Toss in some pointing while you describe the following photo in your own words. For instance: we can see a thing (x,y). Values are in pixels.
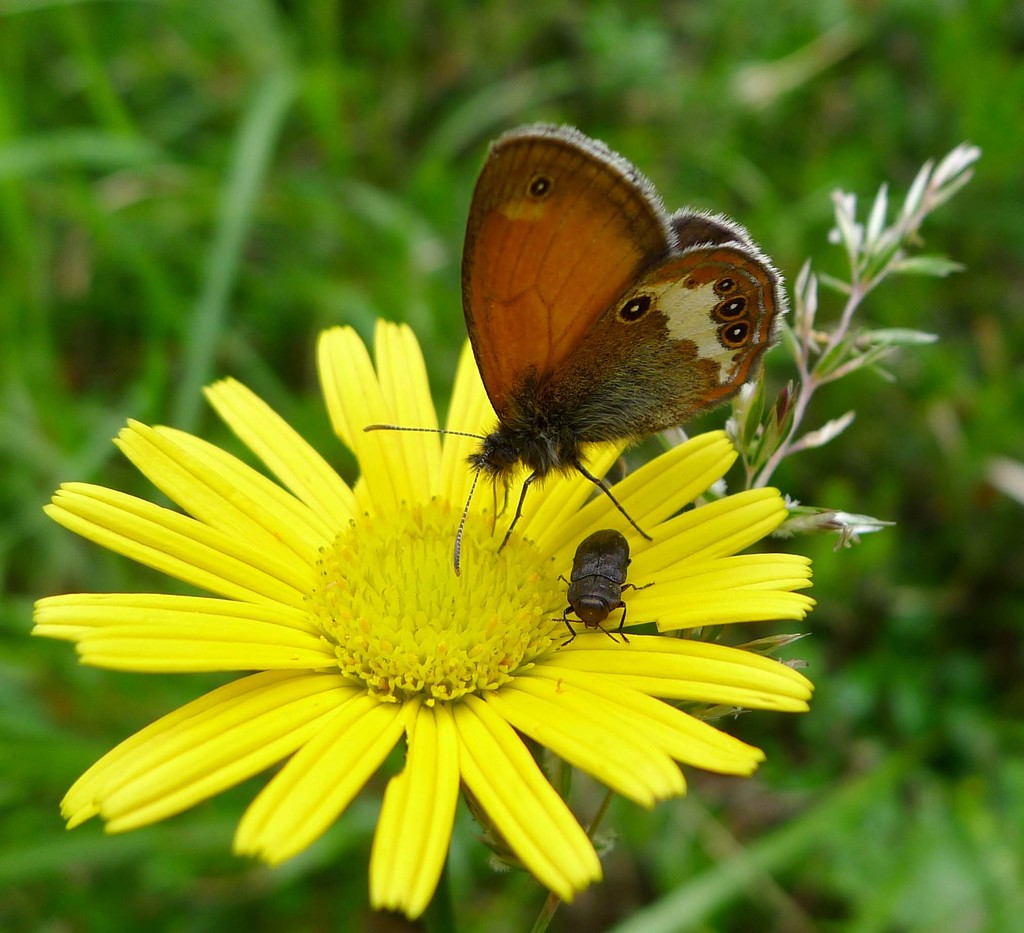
There is a butterfly (602,335) and an insect (597,604) on a yellow color sunflower (415,604) and there are few green plants (357,170) in the background (398,86).
